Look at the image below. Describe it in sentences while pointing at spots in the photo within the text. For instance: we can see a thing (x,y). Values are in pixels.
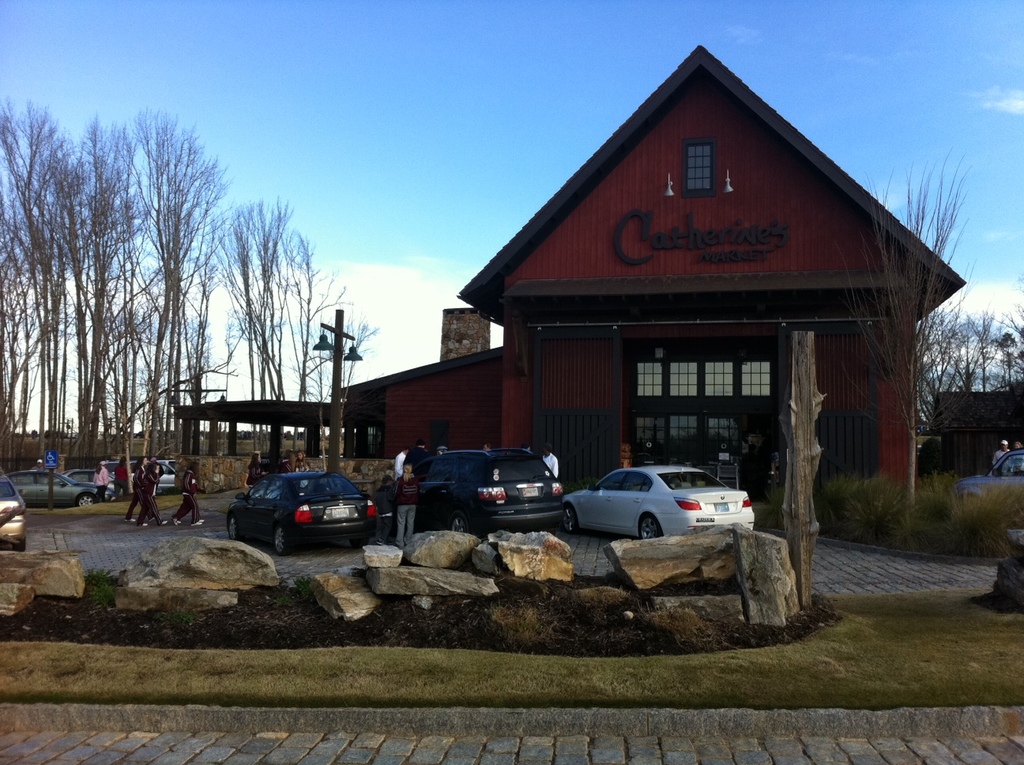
In the foreground of this image (687,687), there is the path (487,748), grass (207,652) and the rocks (457,563) on the grass (691,687). In the background (646,525), there are vehicles (299,533), persons (154,496) walking on the path (226,528), few buildings (702,409), poles (807,393), sky (369,261) and the cloud (401,318).
